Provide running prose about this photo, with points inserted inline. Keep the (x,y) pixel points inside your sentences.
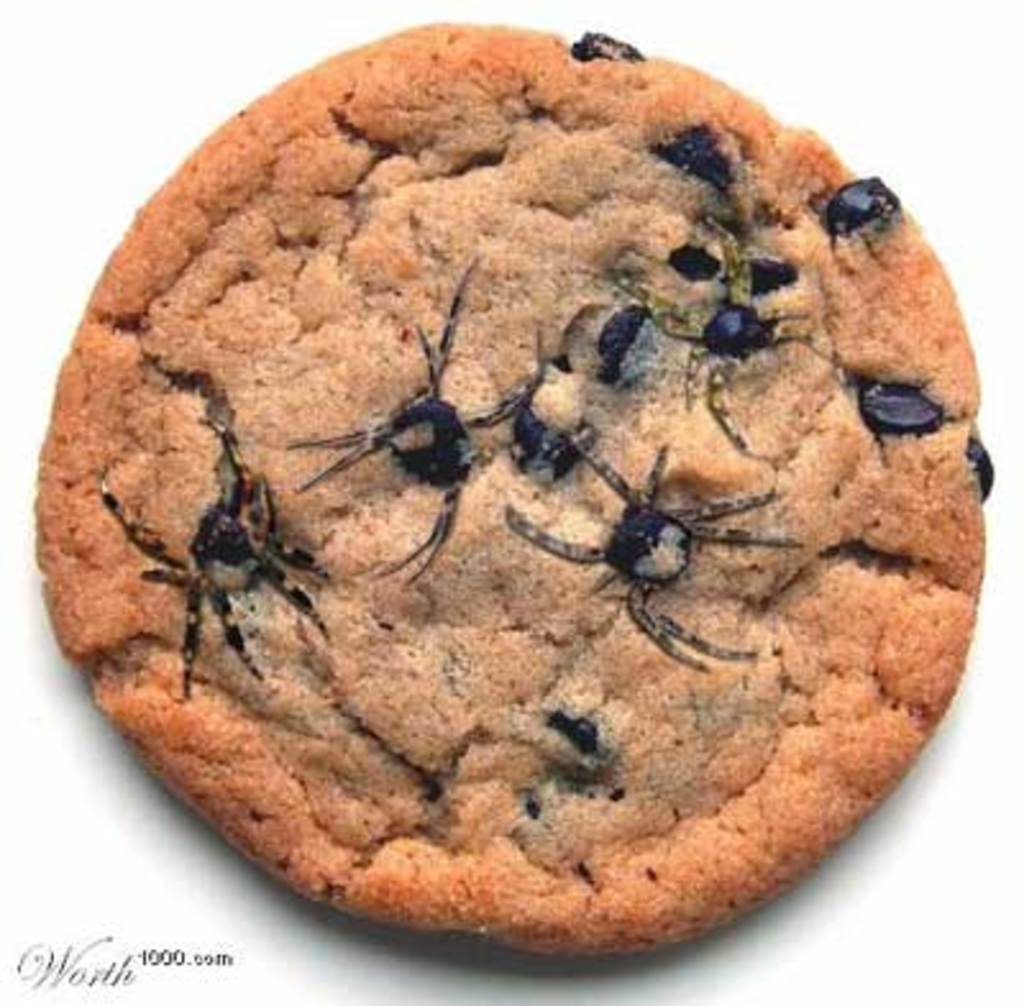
In this image I can see a brown colour cookie (354,865) and on it I can see number of black colour things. On the bottom left corner of this image (21,949) I can see a watermark (44,946).
